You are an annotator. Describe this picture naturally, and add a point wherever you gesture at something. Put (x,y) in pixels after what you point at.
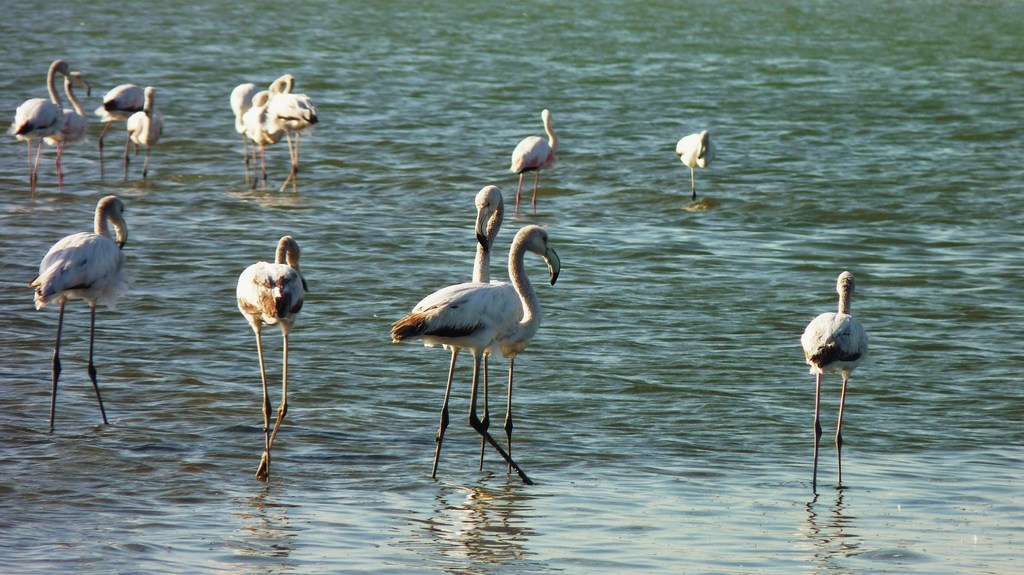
In this picture I can see a group of greater flamingo birds (547,259) in the water (564,292).
